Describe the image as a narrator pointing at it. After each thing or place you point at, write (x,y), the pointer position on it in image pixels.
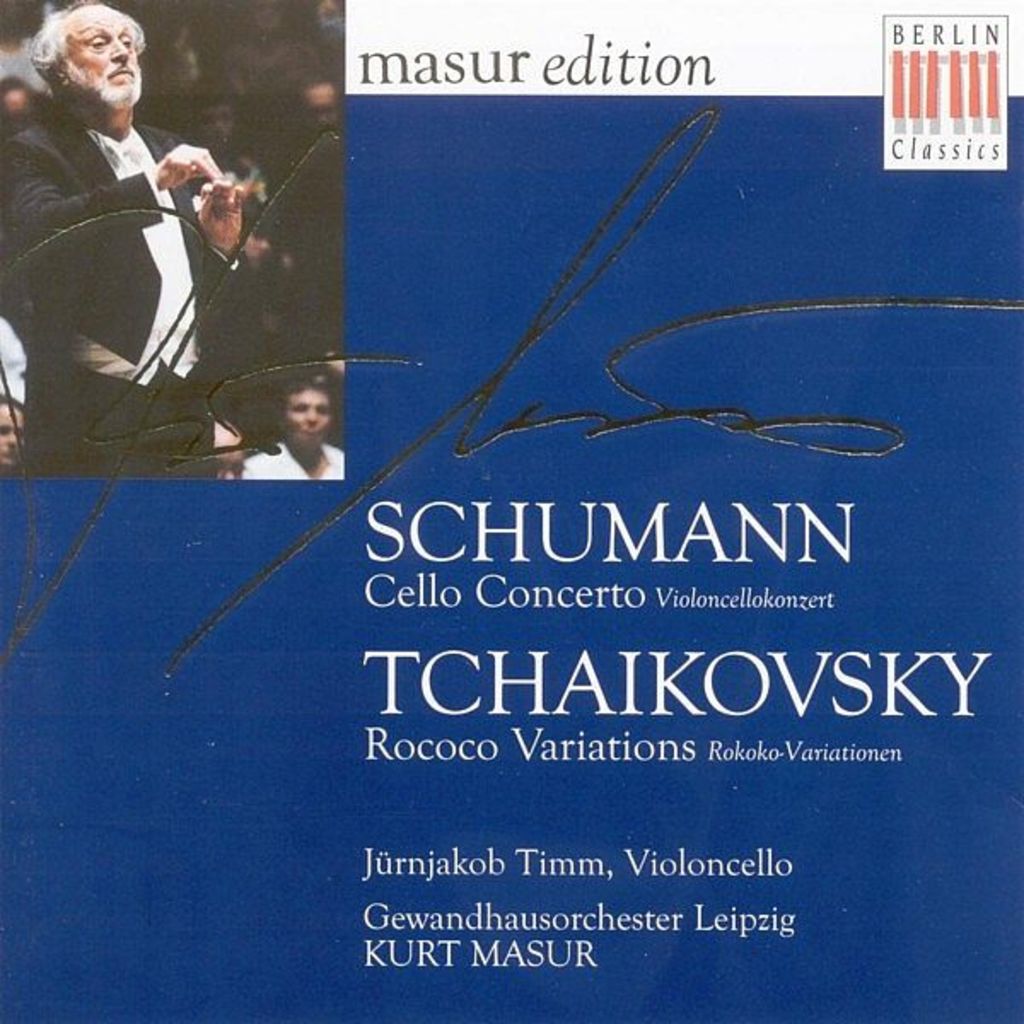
In this image we can see a cover page (523,556) of a book (523,556) with a signature (384,357). We can also see a picture (245,393) of a man (210,378) standing.
